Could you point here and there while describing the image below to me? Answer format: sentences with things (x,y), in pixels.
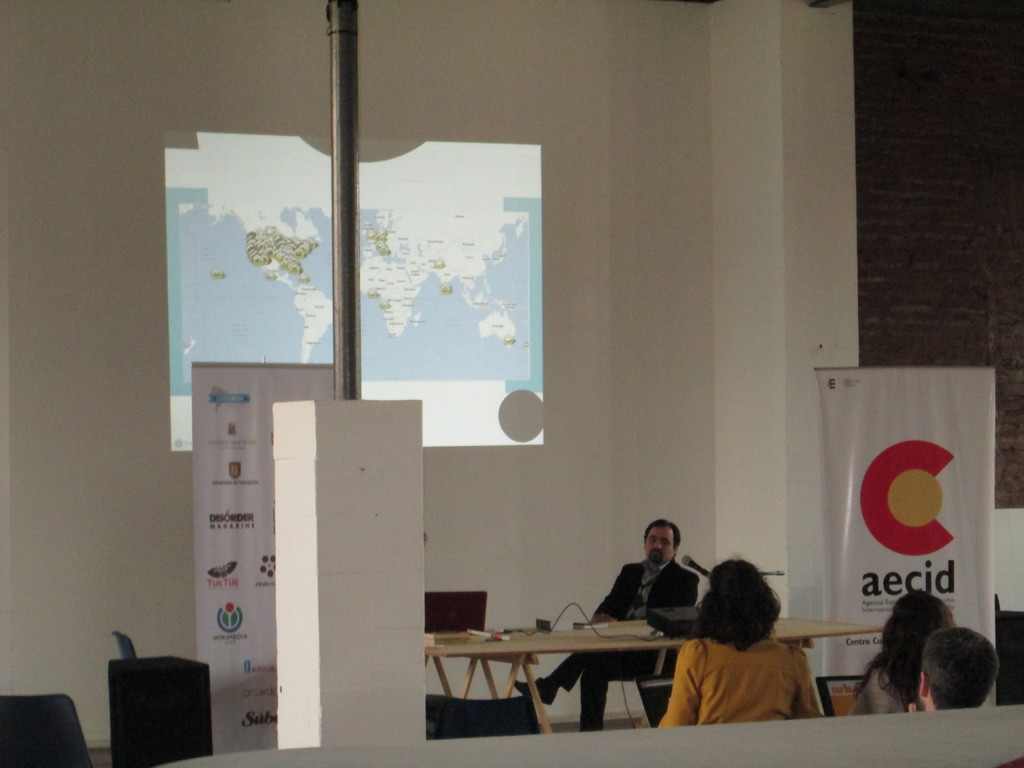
In the image we can see few persons (641,594) were sitting on the chair (664,676) around the table (660,645). On table (638,647) we can see bag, microphone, wire (560,616) etc. In the background (611,297) there is a wall (588,274), screen (437,317), banner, chair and speaker (178,671).
